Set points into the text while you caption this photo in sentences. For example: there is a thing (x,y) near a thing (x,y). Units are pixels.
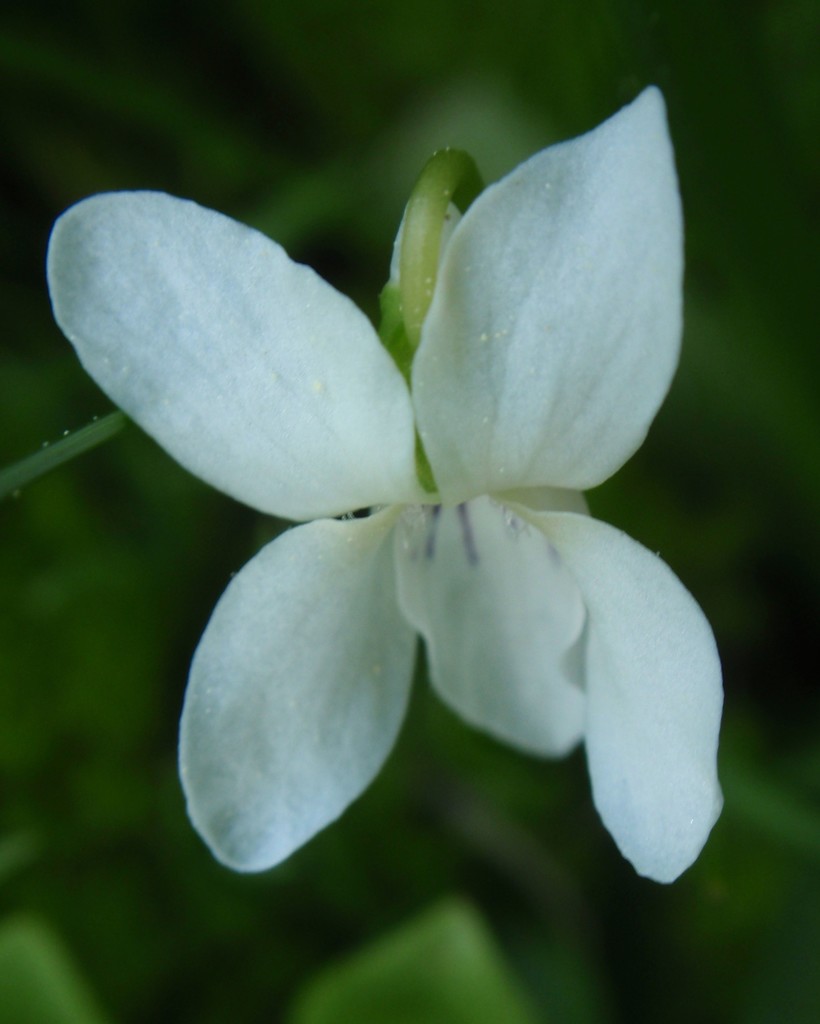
In this image we can see a white color flower (456,506) with a blurry background (456,756).
